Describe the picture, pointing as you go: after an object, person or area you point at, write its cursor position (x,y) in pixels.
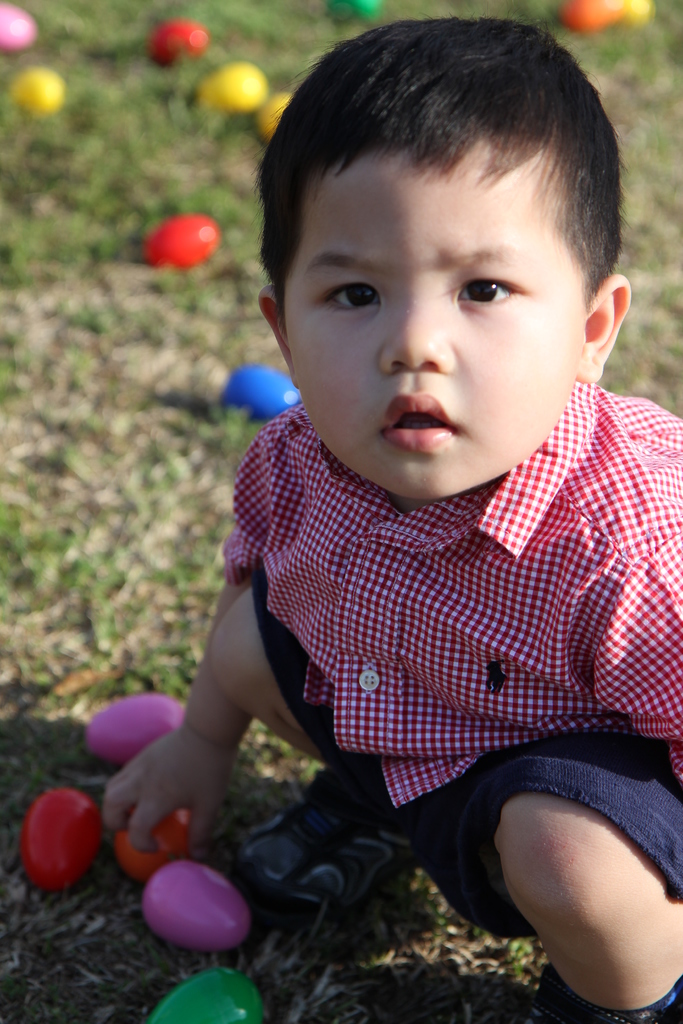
In this image I can see a boy (453,615) wearing red shirt (476,611), blue short (543,779) and shoe (323,832) is sitting on the ground (361,929) and holding a red colored object (165,853) in his hand (165,800). In the background (216,604) I can see some grass (184,512) and few objects (280,395) in the ground (234,433) which are blue, red, yellow, pink, green and orange in color.
